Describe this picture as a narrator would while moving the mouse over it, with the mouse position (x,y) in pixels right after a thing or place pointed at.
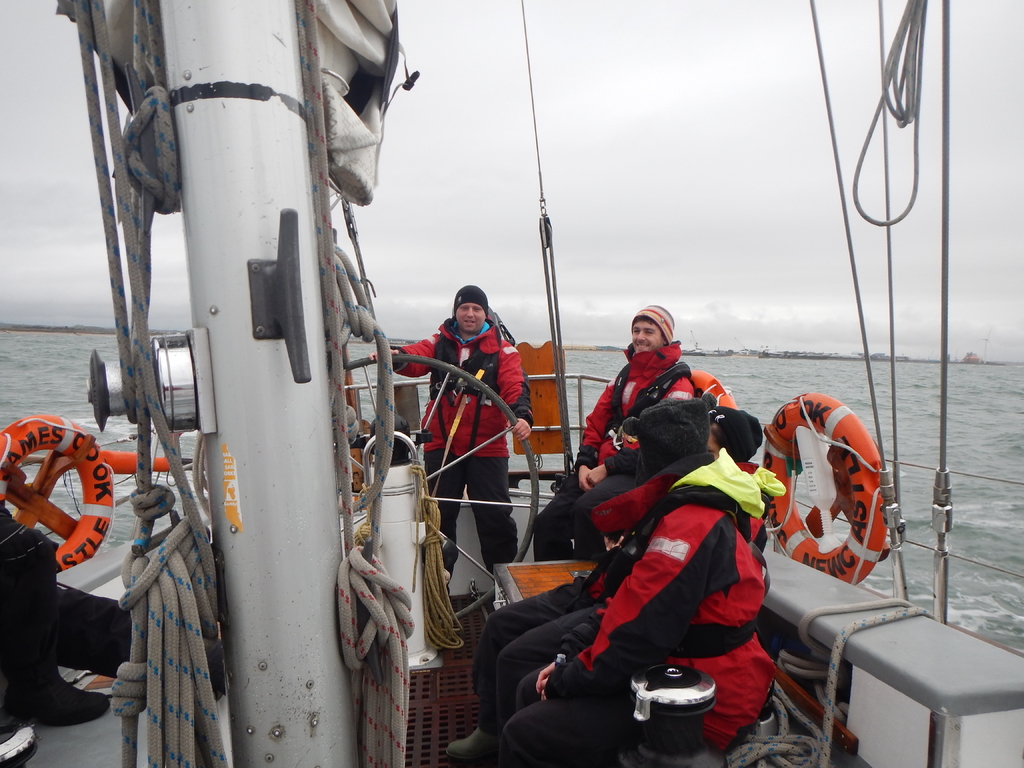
In the picture we can see a view from a boat (888,657) with a pole (264,412) and some ropes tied to it and near it, we can see some people (19,562) sitting on the benches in the boat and one man (469,344) is driving the boat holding a steering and behind them we can see railing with some tubes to it and in the background (37,85) we can see a water (906,395) and sky (603,326).
